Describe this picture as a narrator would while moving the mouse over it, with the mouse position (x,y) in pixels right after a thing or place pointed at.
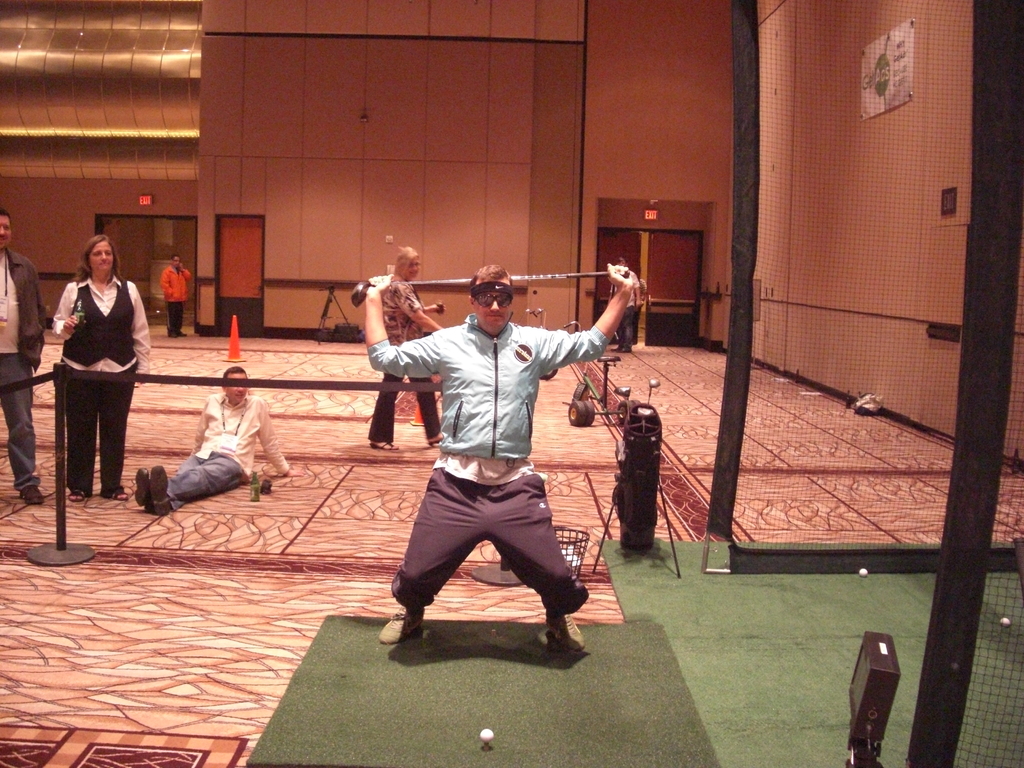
This is the picture of a place where we have a person (529,355) who is holding something and behind there are some other people (86,394), fencing (778,492), traffic cone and some other things (608,355) around.
